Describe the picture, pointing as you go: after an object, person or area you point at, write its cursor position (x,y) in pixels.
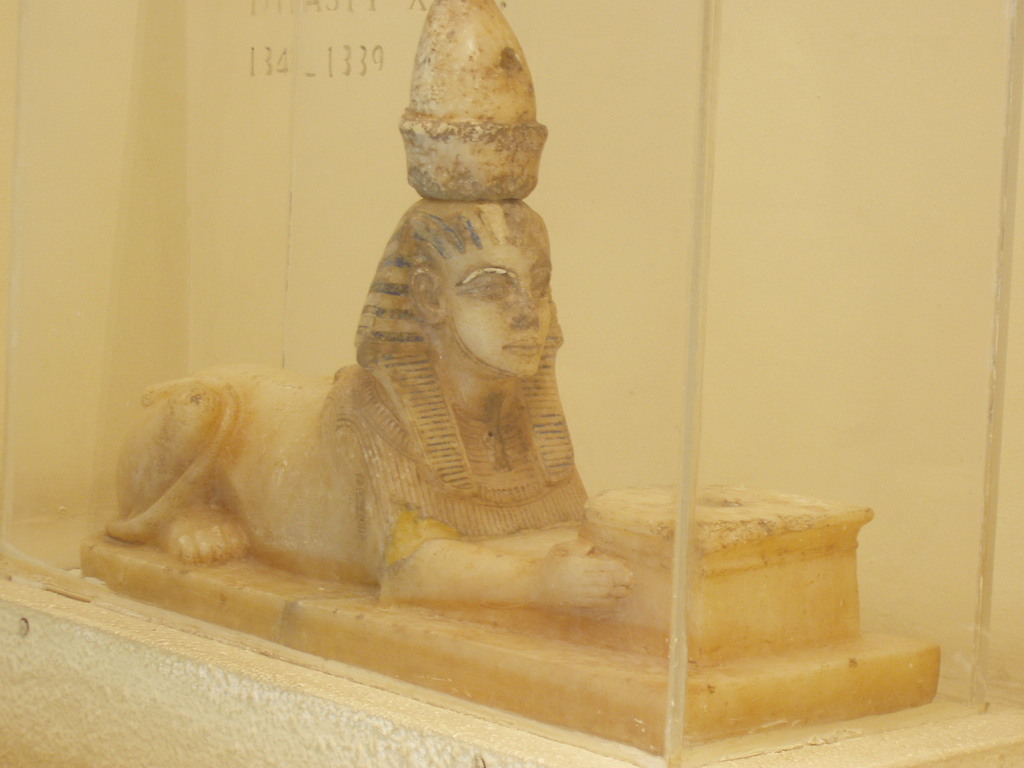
In this picture we can see a sculpture (502,314).
